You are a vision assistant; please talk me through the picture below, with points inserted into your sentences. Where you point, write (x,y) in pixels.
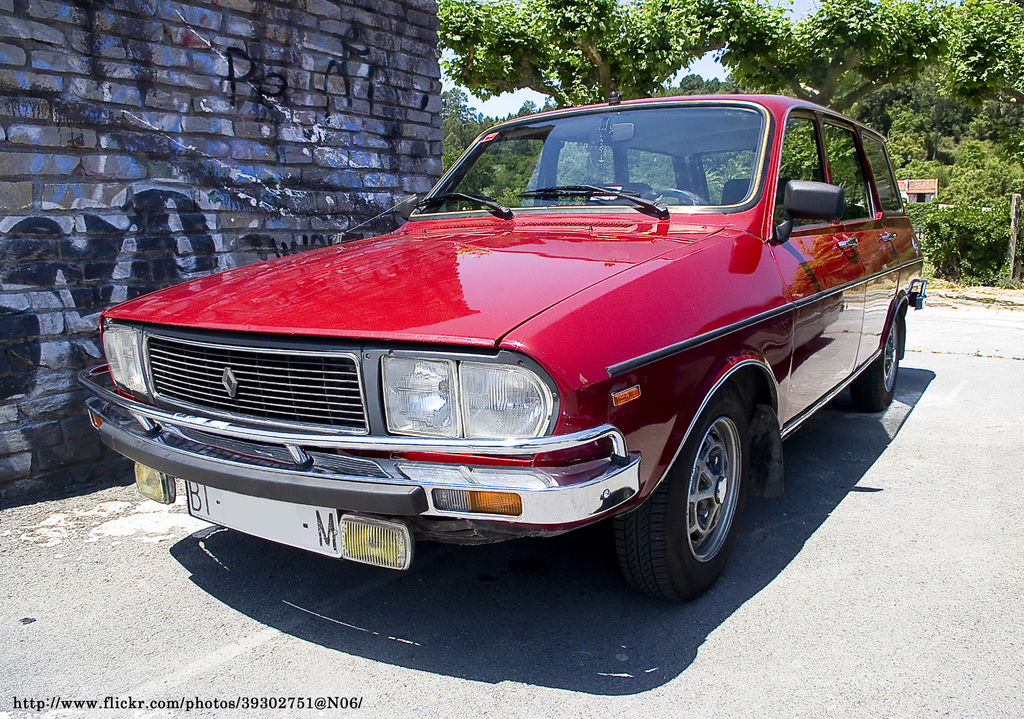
In this image a red car (444,340) is parked in front of a building (318,195). In the background (638,71) there are trees (943,87), building (917,184) and sky (497,104).
